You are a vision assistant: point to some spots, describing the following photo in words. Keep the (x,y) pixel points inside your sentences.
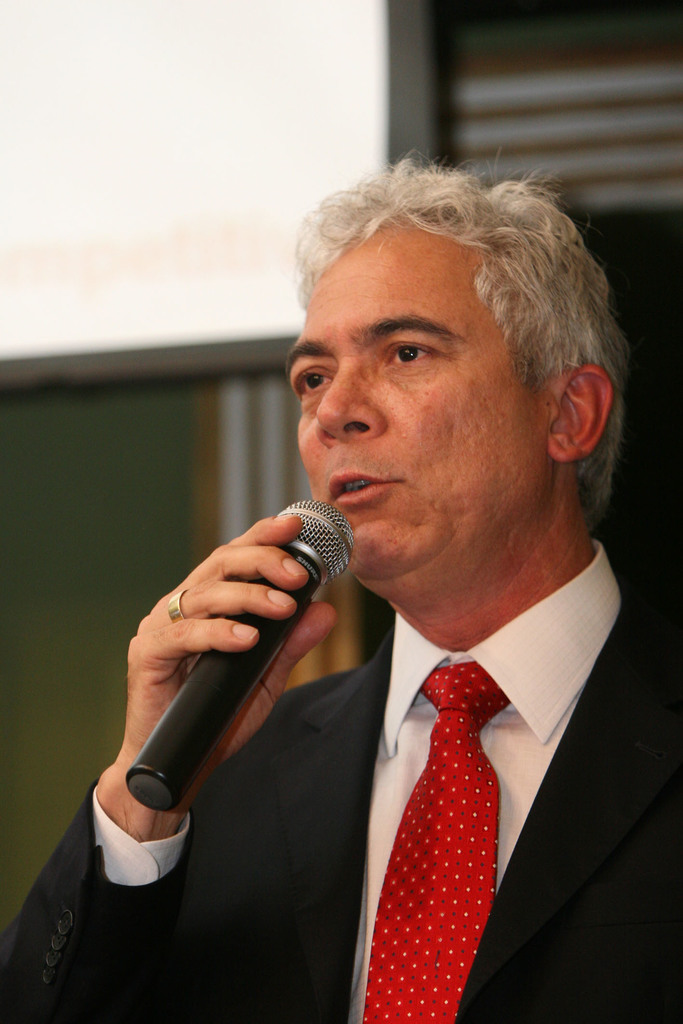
In this picture, There is a man (535,461) standing and holding a microphone (205,735) and he is talking in the microphone (296,596), In the background (324,159) there is a white color wall (312,93).
